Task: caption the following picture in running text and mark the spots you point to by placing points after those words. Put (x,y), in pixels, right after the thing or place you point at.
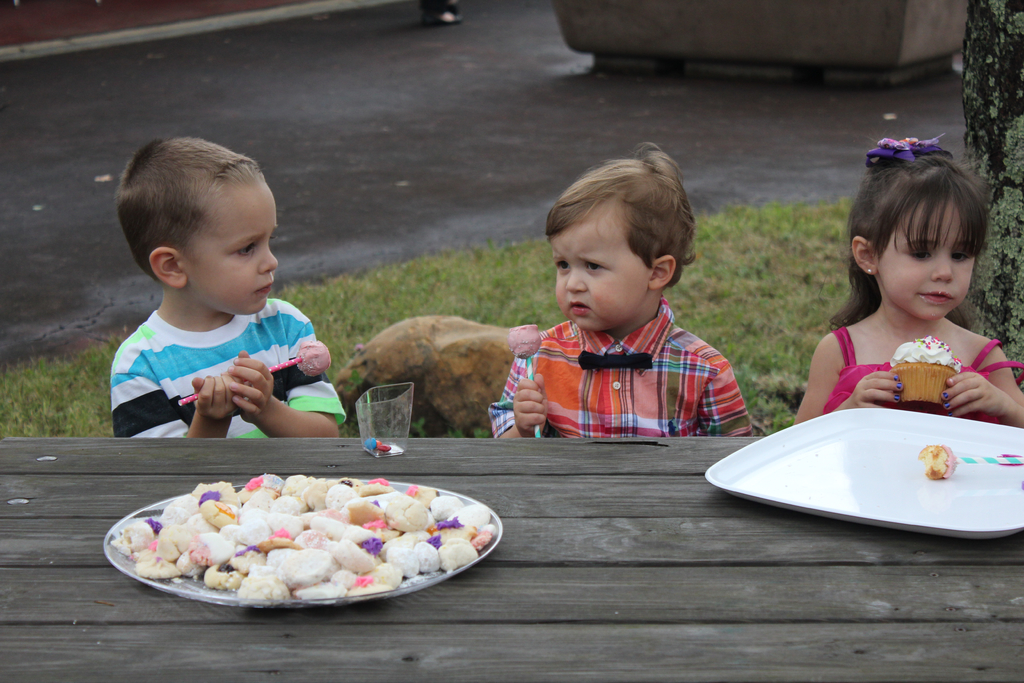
This three kids (230,350) are beside this table (683,547). This girl (929,257) is holding a muffin (915,398). These two kids (237,249) are holding lollipops (529,362). On this table (607,533) there is a glass (394,417), plates (821,486) and candies (308,550). At background (751,284) there is a grass (744,295).
